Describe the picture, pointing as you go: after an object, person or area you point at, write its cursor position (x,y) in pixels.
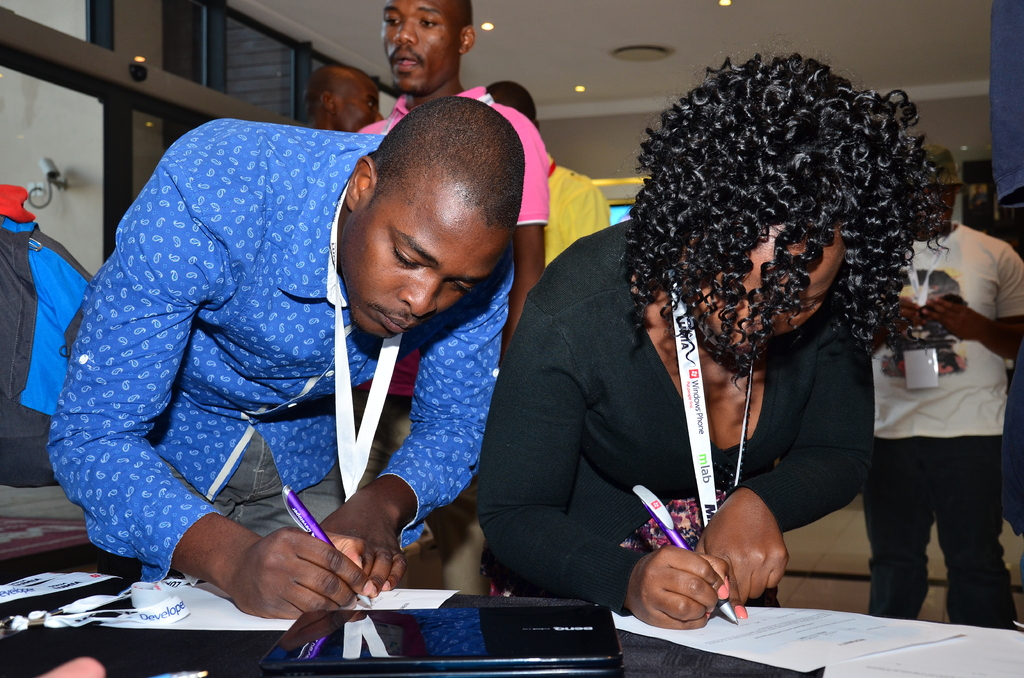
In this image we can see a man (429,292) and a woman (738,462) writing with a pen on the paper (827,631) which is on the table (271,632) and on the table (232,654) we can see a black box (454,632) and some tags (134,614). In the background (534,177) we can see persons (583,210) standing on the floor (847,572). We can also see the ceiling (648,41) with the lights (491,28).
